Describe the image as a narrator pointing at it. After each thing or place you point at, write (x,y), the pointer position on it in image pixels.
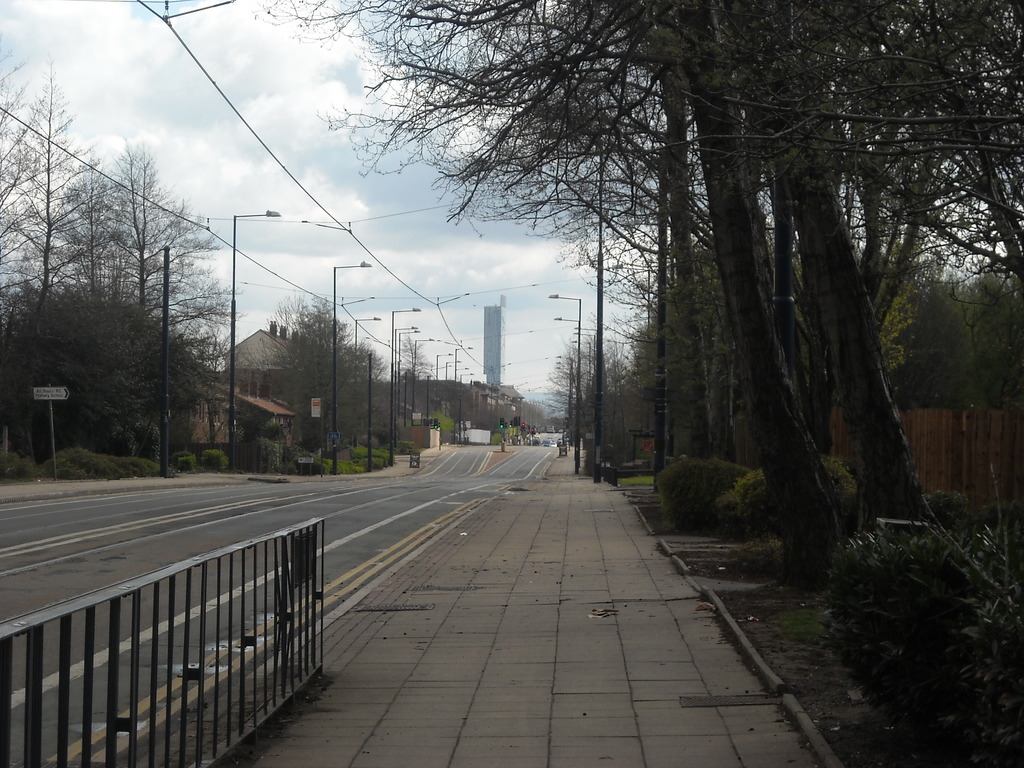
As we can see in the image there are trees (645,376), buildings (261,439), street lamps (333,393) and on the top (334,143) there is sky (334,177).
